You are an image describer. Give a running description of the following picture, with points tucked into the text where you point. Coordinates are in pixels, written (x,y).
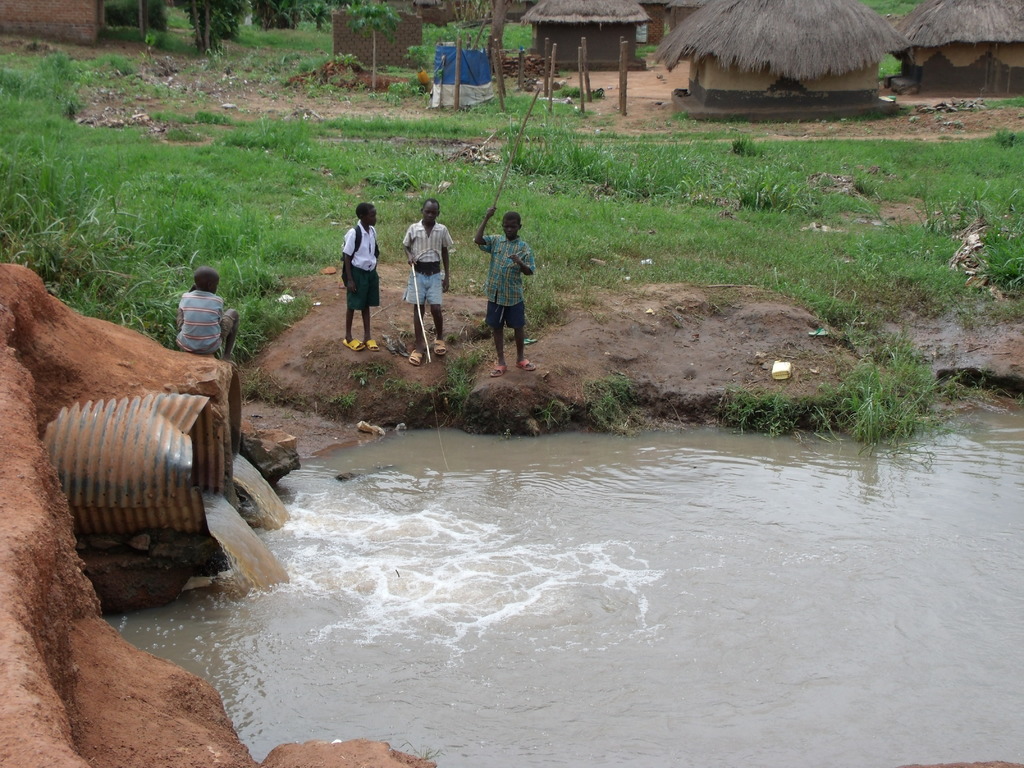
In this image, there are three kids (529,261) wearing clothes (353,303) and standing in front of the canal (453,531). There are drainage pipes (171,469) on the left side of the image (180,445). There are huts (649,23) in the top right of the image (982,32). There is a grass (779,203) in the middle of the image (558,277).
